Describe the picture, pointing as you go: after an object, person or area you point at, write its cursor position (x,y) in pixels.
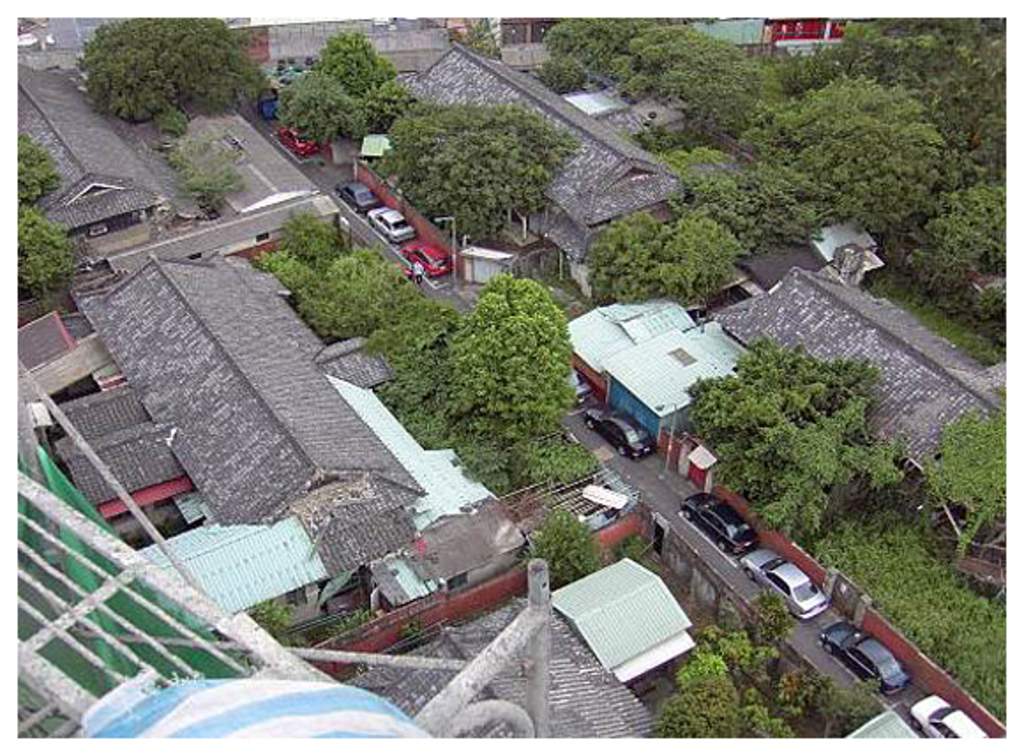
In this image I can see the roofs (251,437) of few buildings (218,370), the road (606,448), few vehicles (612,436) on the road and few trees (476,331) which are green in color. To the left bottom of the image (92,609) I can see few metal rods (89,654) and on them I can see a blue and white colored object (256,705).
